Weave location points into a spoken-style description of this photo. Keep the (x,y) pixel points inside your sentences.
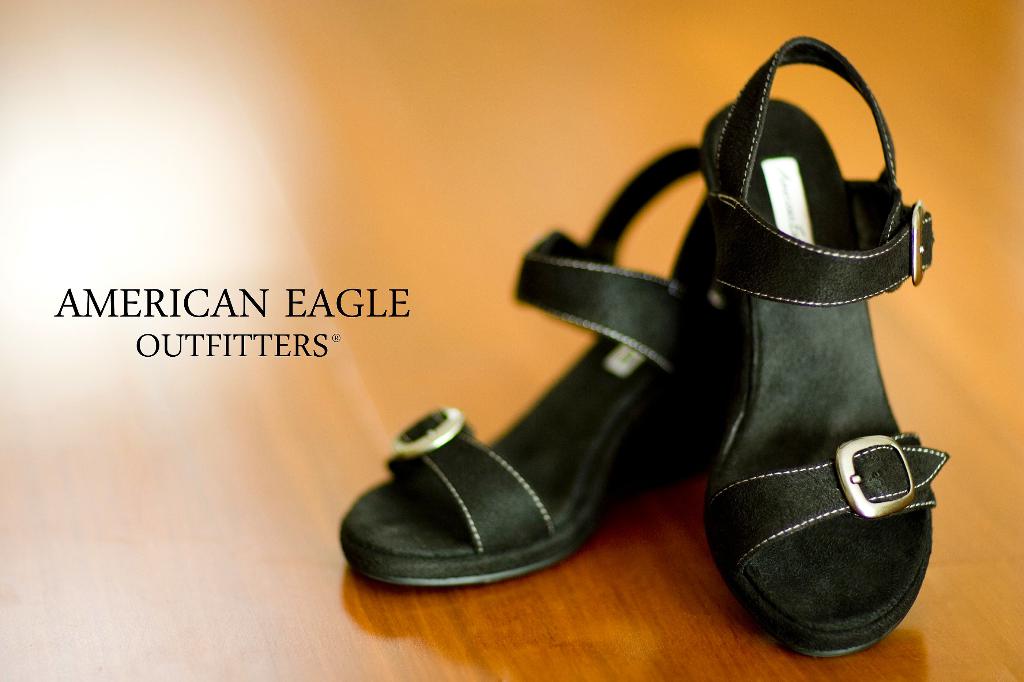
In this image I can see sandals (793,468) in black color and the sandals (550,394) are on the brown color surface (552,610) and I can see something written on the image.
